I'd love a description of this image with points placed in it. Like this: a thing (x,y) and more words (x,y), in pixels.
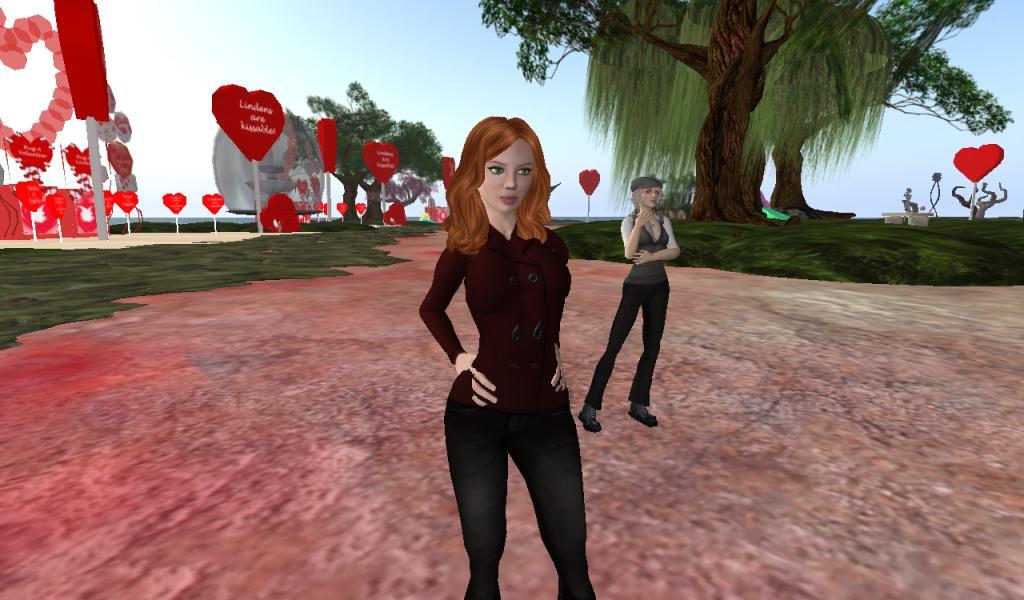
This is an animated image. In this image there are two girls (606,369) standing on the path (679,479). In the background (342,120) there are trees (727,118) and there is a decoration (131,189) with balloons (111,193).
